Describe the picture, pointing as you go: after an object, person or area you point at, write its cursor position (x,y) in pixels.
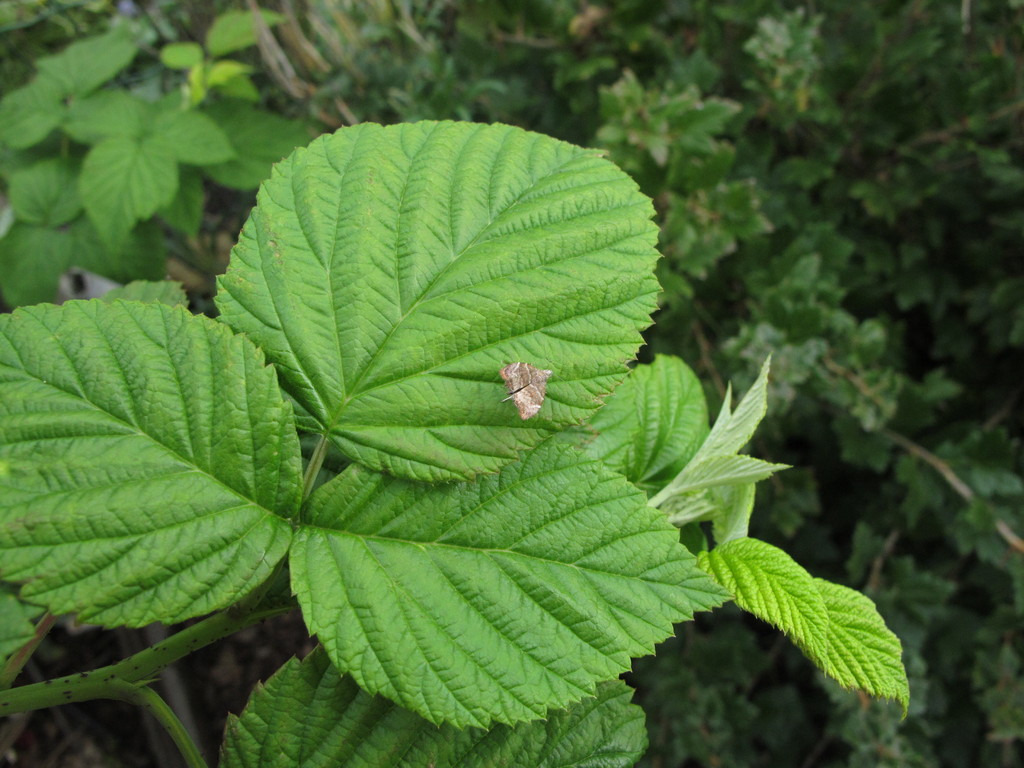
In this image I can see an insect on a plant (323,400). In the background (771,180) I can see plants (872,173).
